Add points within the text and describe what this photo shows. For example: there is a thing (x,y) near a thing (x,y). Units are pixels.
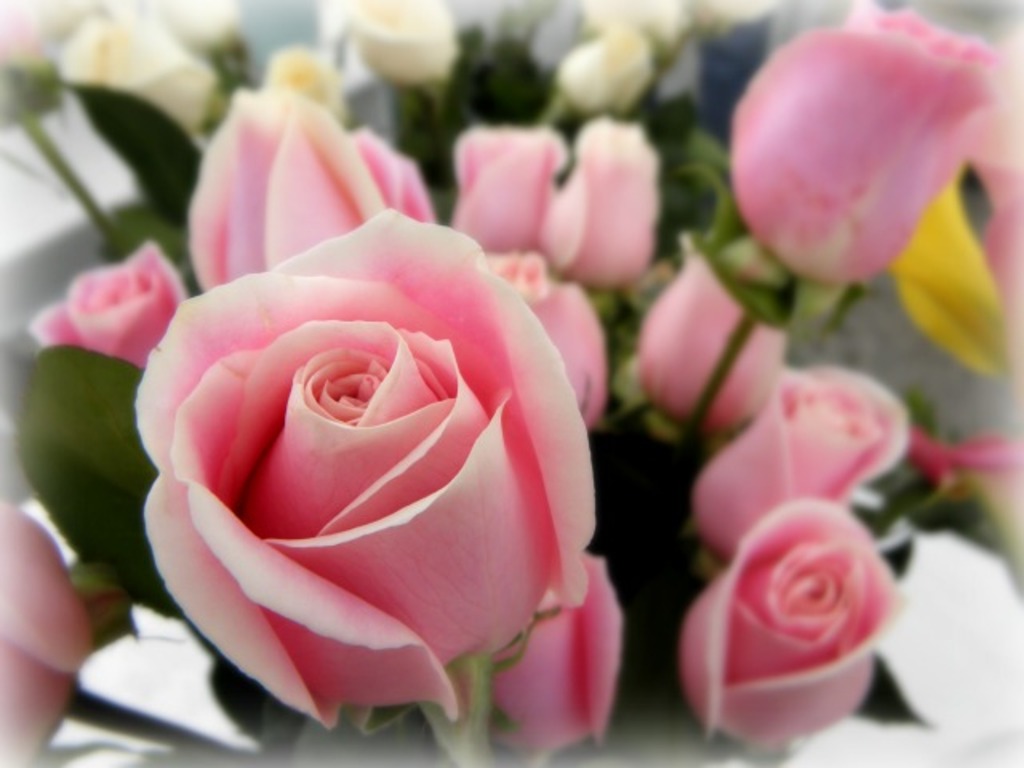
To the front of the image (593,284) there are pink roses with leaves (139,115). Behind them there are white roses (378,67) with leaves (161,126).
